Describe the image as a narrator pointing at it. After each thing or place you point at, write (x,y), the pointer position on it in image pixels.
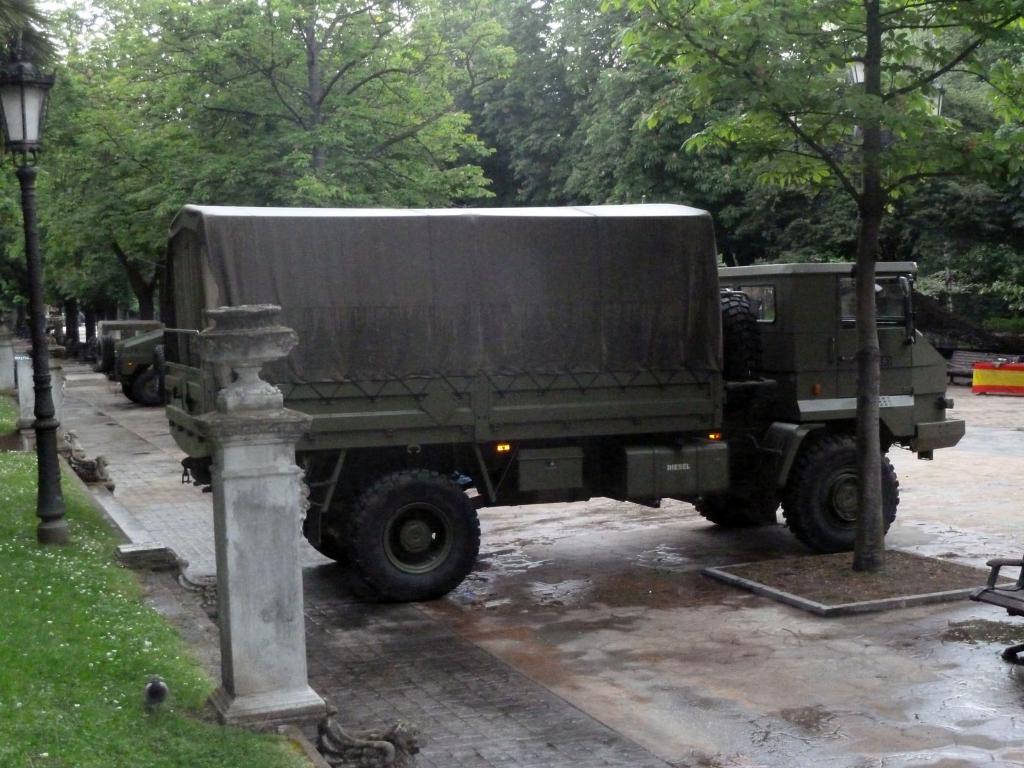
In this image, I can see the vehicles (169,369), which are parked. This looks like a pillar (226,535). These are the trees (446,100) with branches (715,51) and leaves (823,123). On the left side of the image (73,529), I can see a light pole (36,103) and the grass (65,619). This looks like a pathway (944,754). On the right side of the image (956,375), I can see a bench (963,374) and an object (989,375).
